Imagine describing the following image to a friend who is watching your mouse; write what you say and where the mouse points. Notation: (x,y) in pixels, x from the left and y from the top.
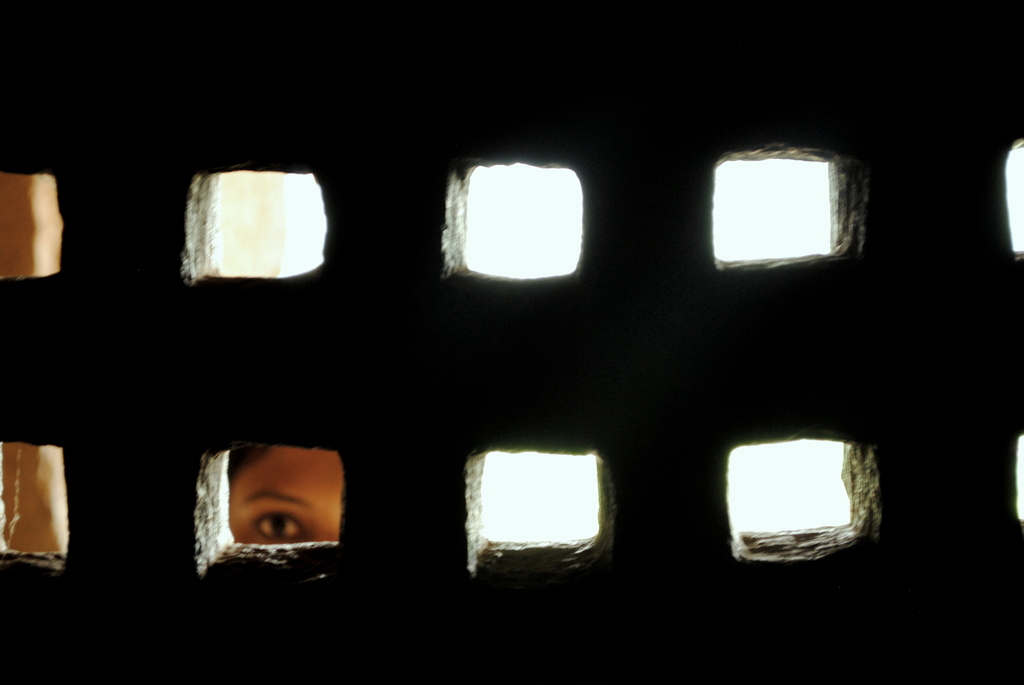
In this image we can see a woman (271,502) looking from a hole (258,501) of a wall (454,517).
